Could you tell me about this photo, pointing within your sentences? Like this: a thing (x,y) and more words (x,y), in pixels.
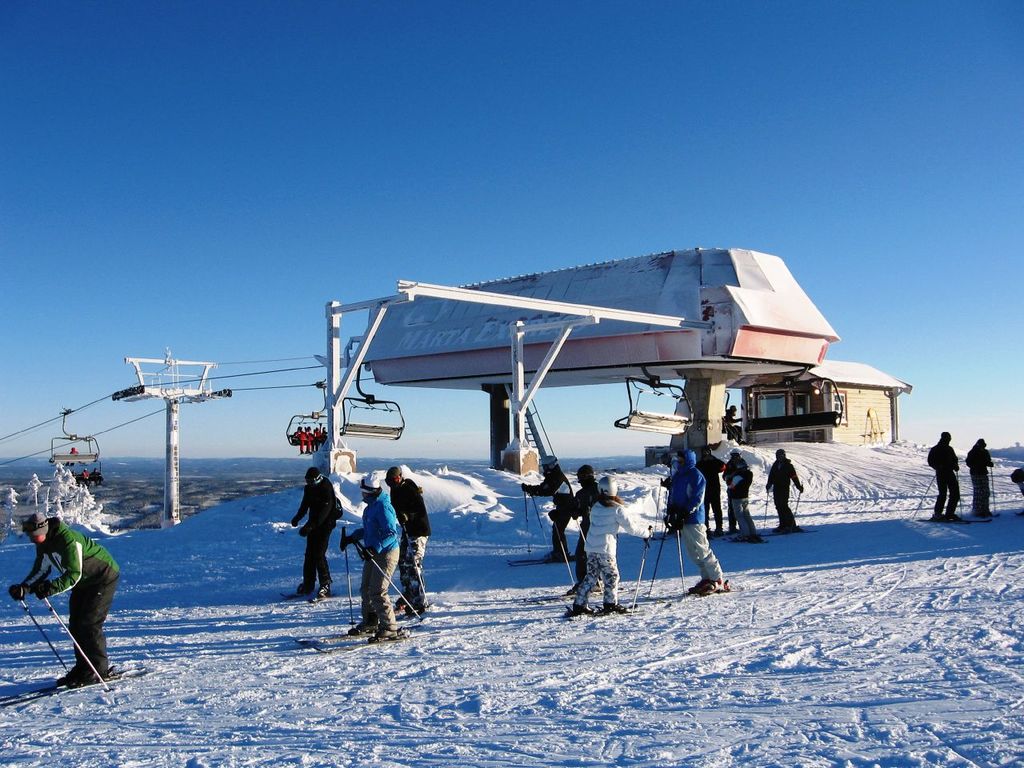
In this image I can see group of people (779,507) skating on snow (646,504) holding two sticks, the person (699,505) in front (695,524) wearing blue jacket (700,492), gray pant (700,539). At the back (7,370) I can see few cable cars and sky (450,270) is in white and blue color.
